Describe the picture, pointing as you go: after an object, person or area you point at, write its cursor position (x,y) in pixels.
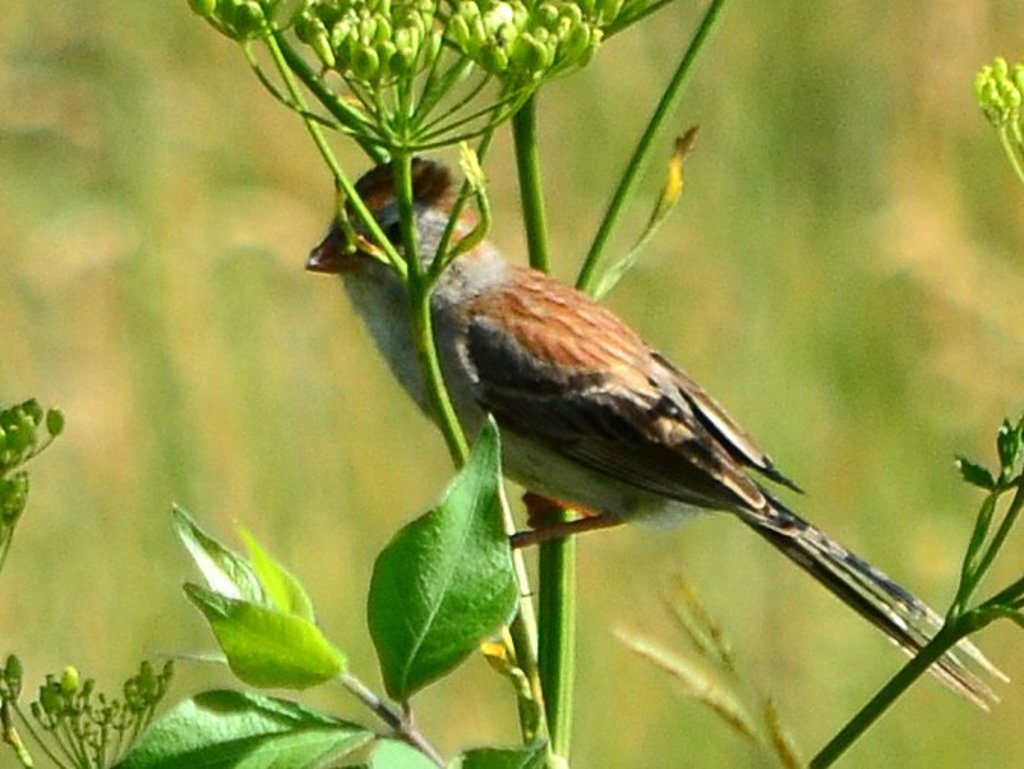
In this image there is a bird (626,396) standing on the stem (547,548) of a plant (545,580). The plant (545,580) is having few leaves (440,601) and flower buds (462,25).
